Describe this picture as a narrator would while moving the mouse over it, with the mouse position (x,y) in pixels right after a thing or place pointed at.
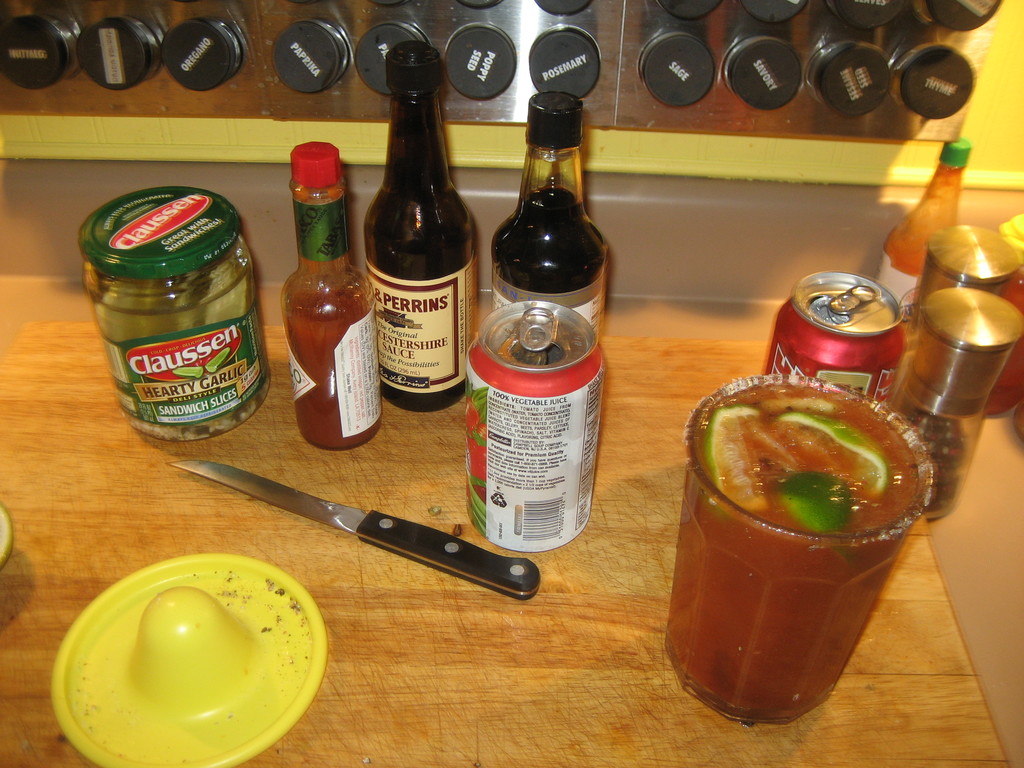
This is the table (550,656) on which few things (160,330) are placed like there is a pickle jar (180,313), there are few bottles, there are 2 tins (599,358), there is a knife (373,529) and there is a glass (822,562) in which it is filled with some juice (766,569).
